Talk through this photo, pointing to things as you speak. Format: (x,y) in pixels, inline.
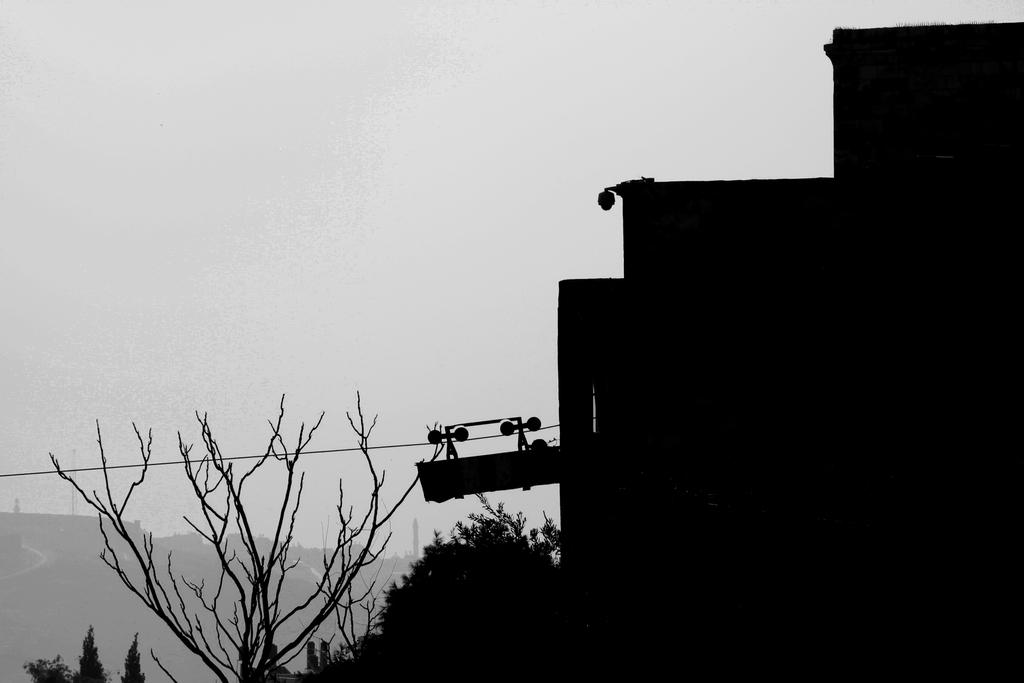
In this image there is a building (660,363) trees (540,587), in the background (277,501) there is fog (440,219).
